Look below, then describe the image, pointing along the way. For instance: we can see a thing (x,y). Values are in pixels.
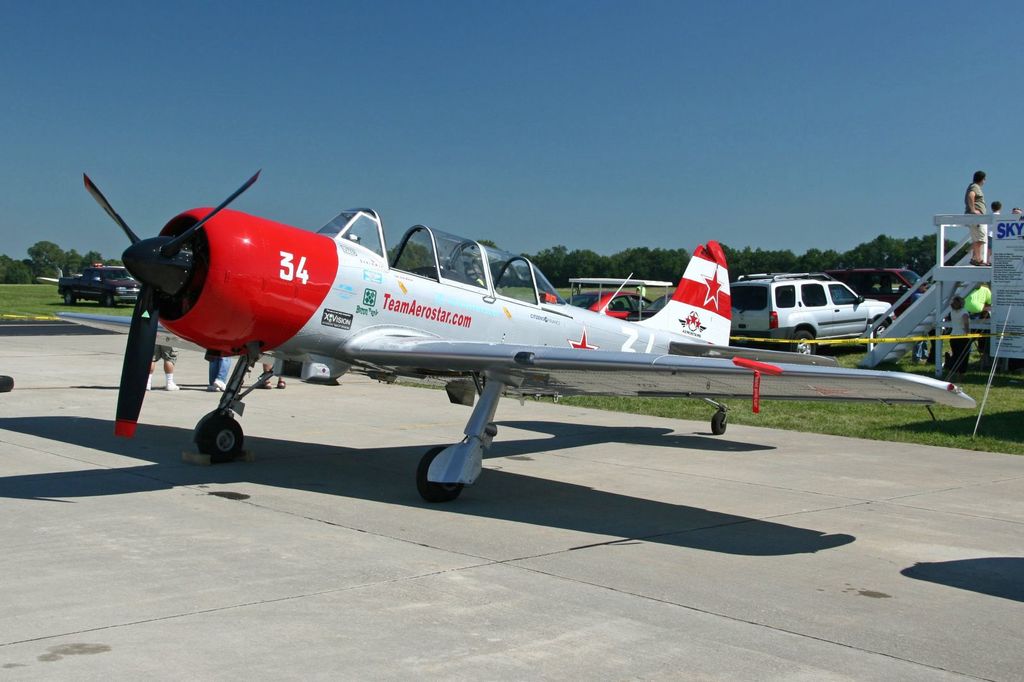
In this picture there is an aircraft (378,352). At the back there are group of people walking behind the aircraft (386,355). At the back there are vehicles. On the right side of the image (915,308) there are group of people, there is a person (969,205) standing on the staircase (904,332) and there is a hoarding (1013,348) to the stair case (895,323). At the back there are trees (630,261). At the top (494,124) there is sky (569,124). At the bottom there is pavement (918,495).
